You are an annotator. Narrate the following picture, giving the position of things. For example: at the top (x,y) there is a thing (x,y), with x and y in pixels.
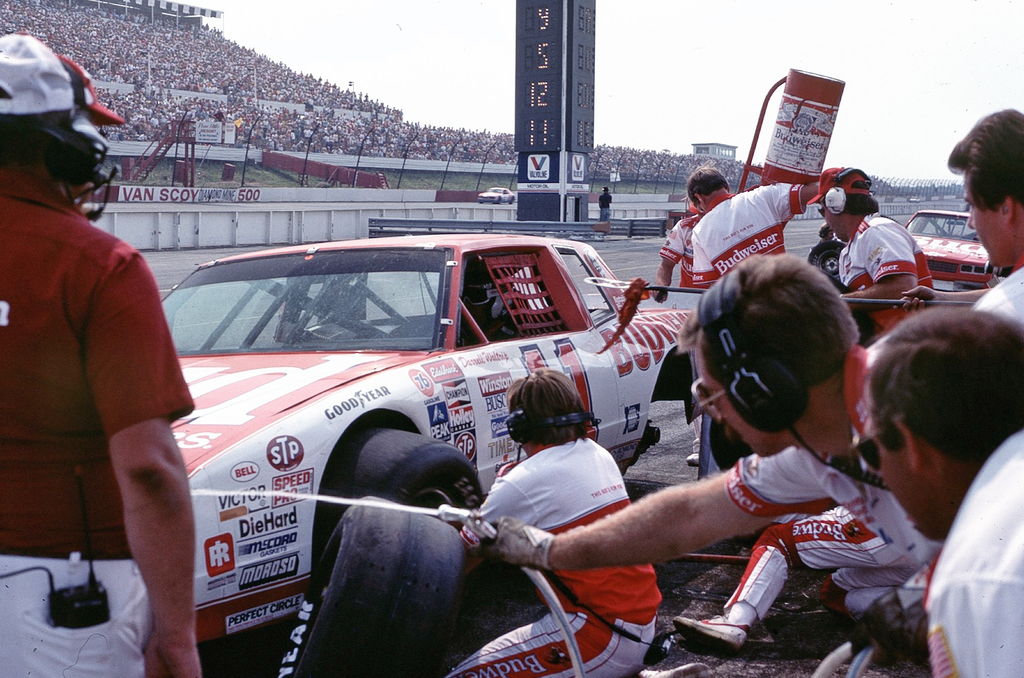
Bottom of the image (1006,635) few people (522,520) are standing and sitting and they are holding something in their hands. In the middle of the image (387,406) there is a vehicle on the road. Behind the vehicle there is a fencing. Top left side of the image (263,82) few people (236,90) are sitting and standing on the stadium (194,74). Top right side of the image (913,27) there is sky (906,93).
